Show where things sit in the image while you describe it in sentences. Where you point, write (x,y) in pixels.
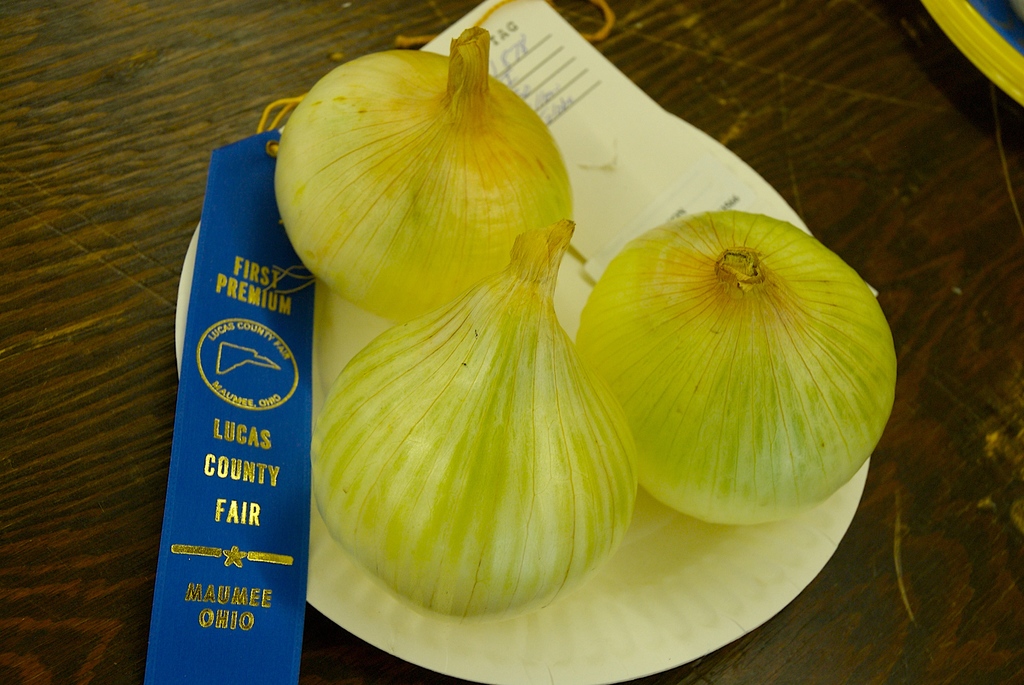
In the center of the image (386,315) onions (481,377) and paper (592,194) in plate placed on the table (719,38).
